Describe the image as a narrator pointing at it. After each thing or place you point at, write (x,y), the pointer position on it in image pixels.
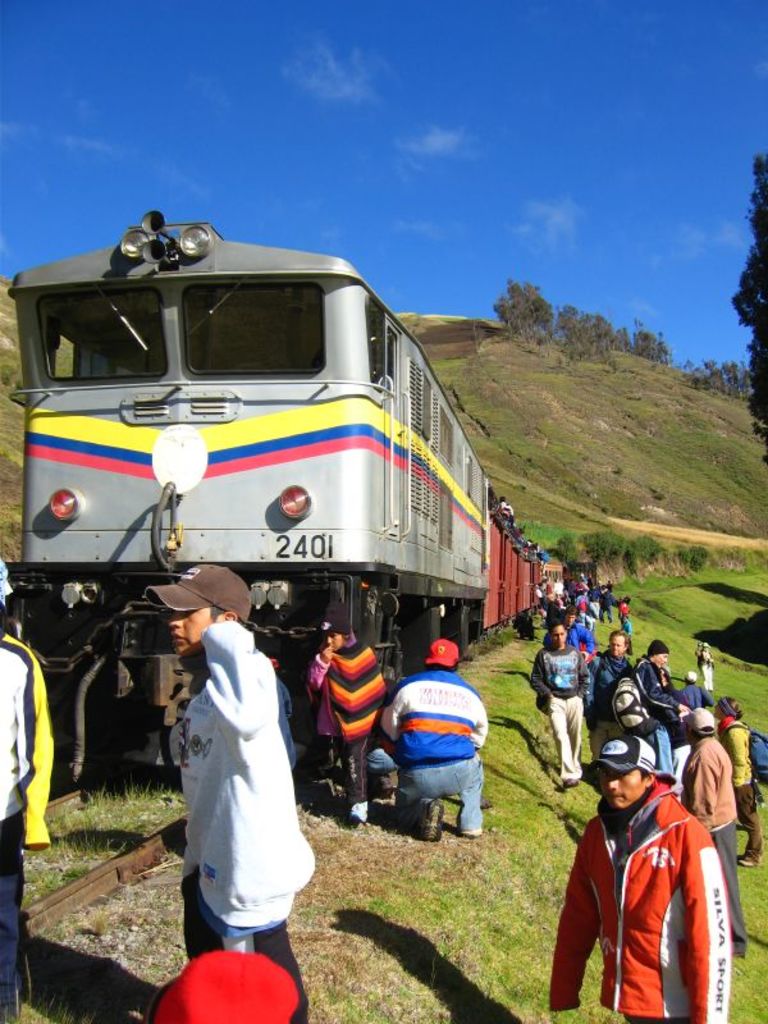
In this image we can see the mountains (687,379), one train (512,590) on the track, some people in the train (106,677), some people (595,621) are standing, one man (405,723) in kneeling position near the train (492,594), some people (682,907) are walking, some people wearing bags (631,715), some trees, bushes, plants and grass (669,635) on the ground (513,685). At the top (656,150) there is the sky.
